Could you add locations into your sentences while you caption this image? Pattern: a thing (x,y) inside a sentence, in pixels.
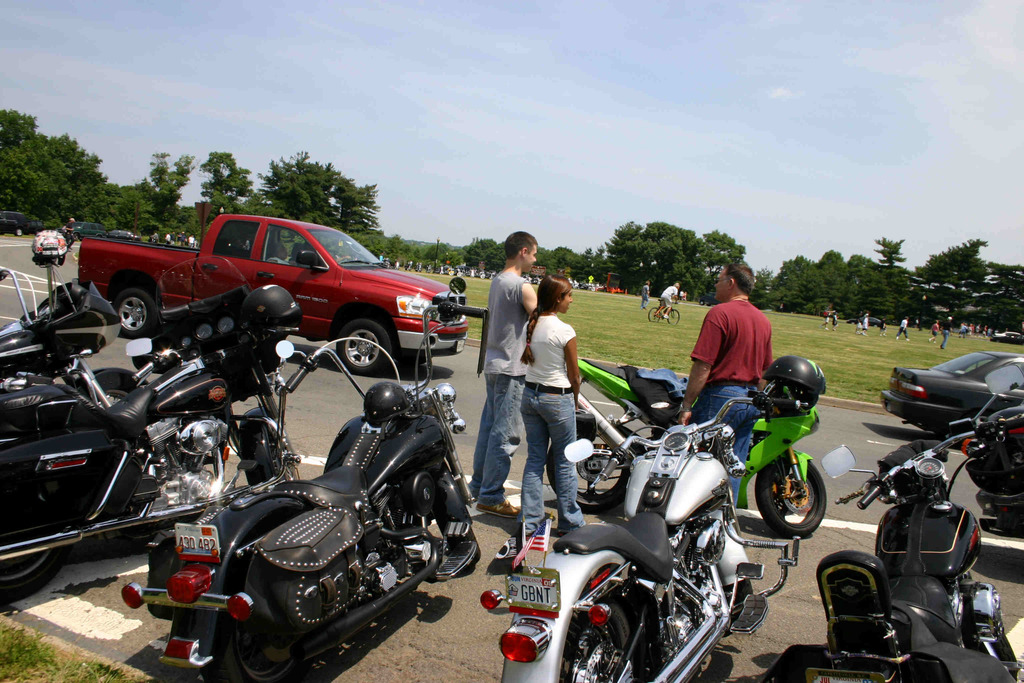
In this image we can see many motorcycles (765,471). Also there are few people (553,344). And there are other vehicles (1,232) on the road (461,386). In the back (640,321) there is grass lawn (689,308). There are many people (863,325). In the background (190,214) there are trees (158,177). And there is sky (680,104) with clouds (952,108).
